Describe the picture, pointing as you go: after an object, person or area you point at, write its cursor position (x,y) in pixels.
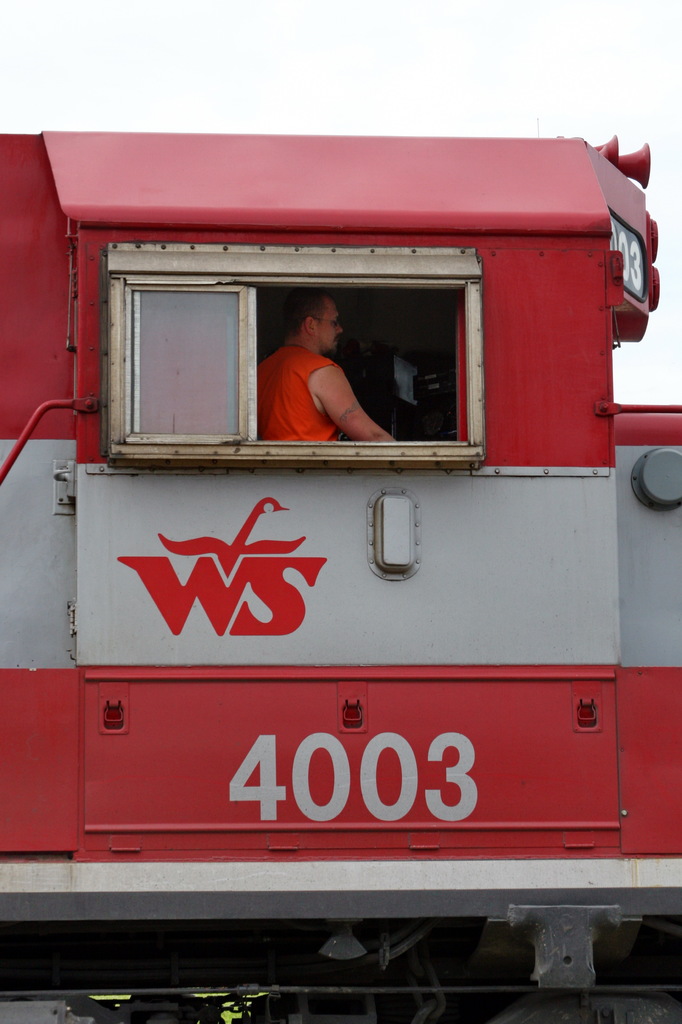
In this image there is the sky (377,43), there is a train (403,358) truncated, there is a person (322,310) inside the train (258,308), there is a number (301,784) on the train (352,775), there is text (159,589) on the train (251,577).
